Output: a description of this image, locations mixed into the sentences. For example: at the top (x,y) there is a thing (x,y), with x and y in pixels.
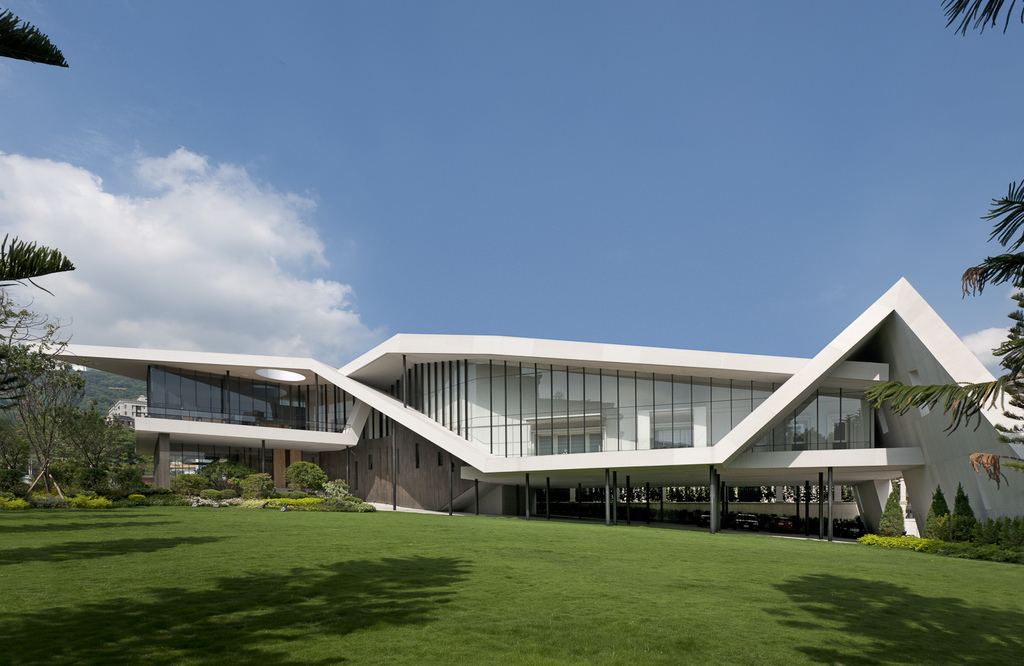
In this image there is a garden (407,590) in the left side (130,481) there are trees (53,363), in the background (204,400) there is a building (814,485) and a blue sky (282,48).
